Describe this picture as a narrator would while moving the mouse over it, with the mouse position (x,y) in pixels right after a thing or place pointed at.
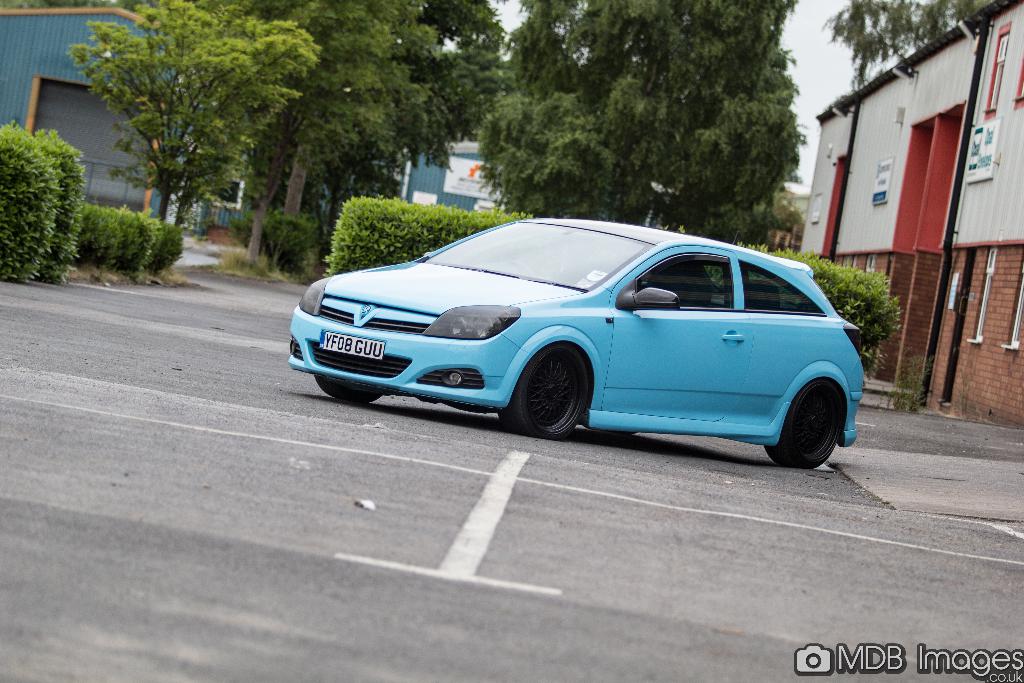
In this image, we can see some trees (510,94), plants (357,228) and sheds (431,166). There is a car (672,307) in the middle of the image (442,302). There is a text (979,670) in the bottom right of the image (818,662).
